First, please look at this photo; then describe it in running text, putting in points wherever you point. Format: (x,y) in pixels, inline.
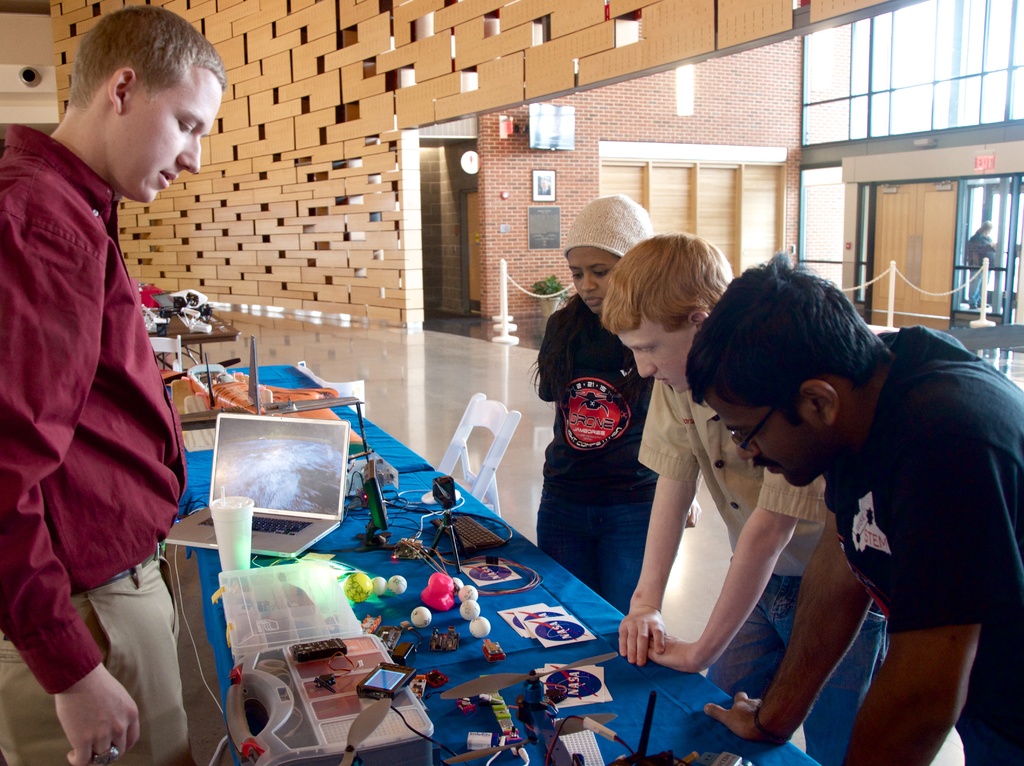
in this image in the back ground (512,278) i can see there are some bricks (534,284) and there is a fence (501,299) and there is a flower pot (551,287), there are the four persons (595,322) standing on the floor (708,580) there are objects (383,673) on the table (461,662). one person (111,491) stand on the left side (14,530) wearing a maroon color shirt (46,416) and there is a laptop (279,480) on the table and there is a glass (244,529) on the table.
